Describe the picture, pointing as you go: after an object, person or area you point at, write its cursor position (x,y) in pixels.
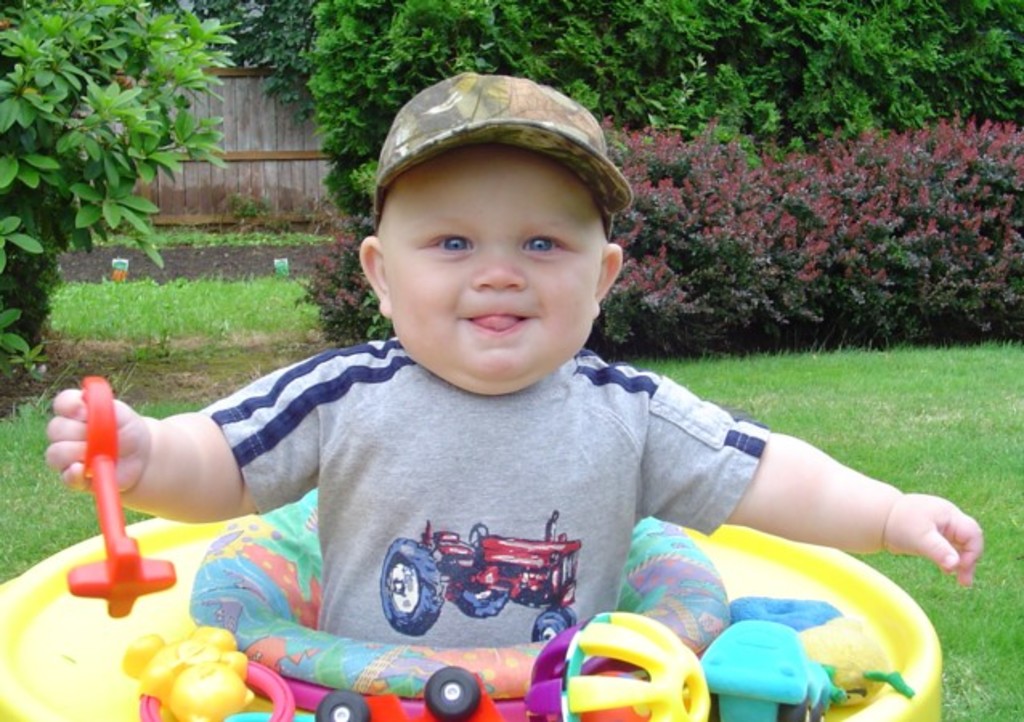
In this image I can see a toddler (668,493), toddler (600,500) is smiling, holding an object (100,595) and visible on walker (187,599) and in the background (891,259) there are some bushes (71,179), plants (74,170) and fence (235,139) visible.
